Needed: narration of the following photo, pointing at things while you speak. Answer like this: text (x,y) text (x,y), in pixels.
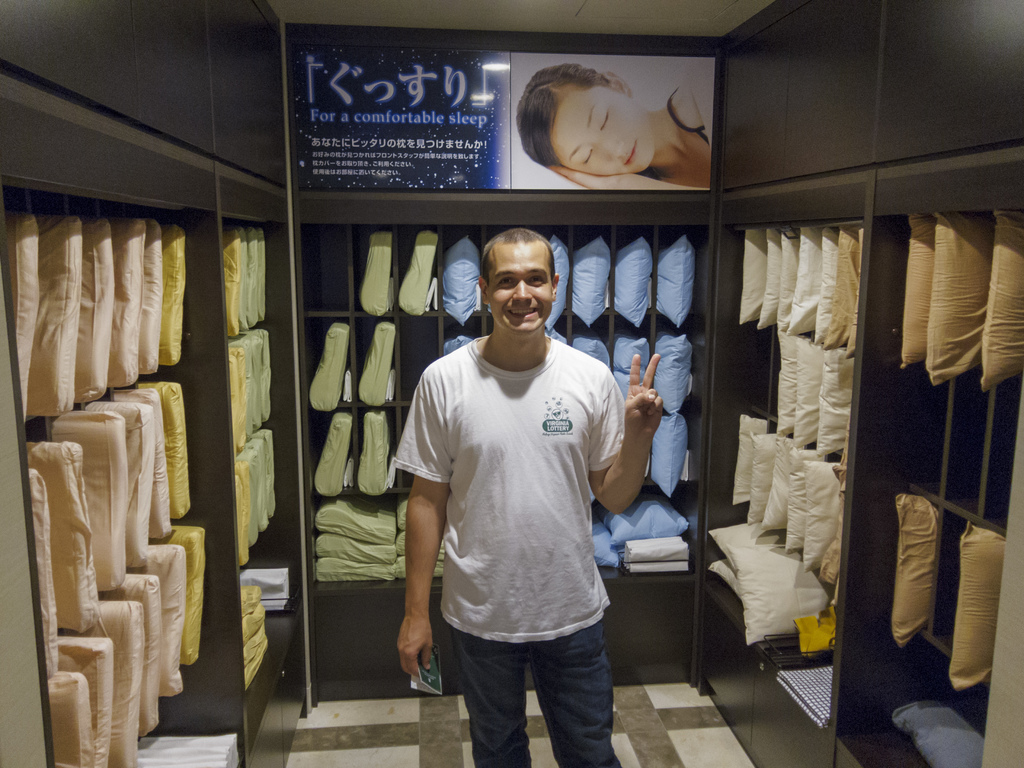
In this image we can see a man (582,508) standing on the floor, pillows (144,412) arranged in rows in the cupboards (305,299) and an advertisement (442,79) at the top (457,119).
